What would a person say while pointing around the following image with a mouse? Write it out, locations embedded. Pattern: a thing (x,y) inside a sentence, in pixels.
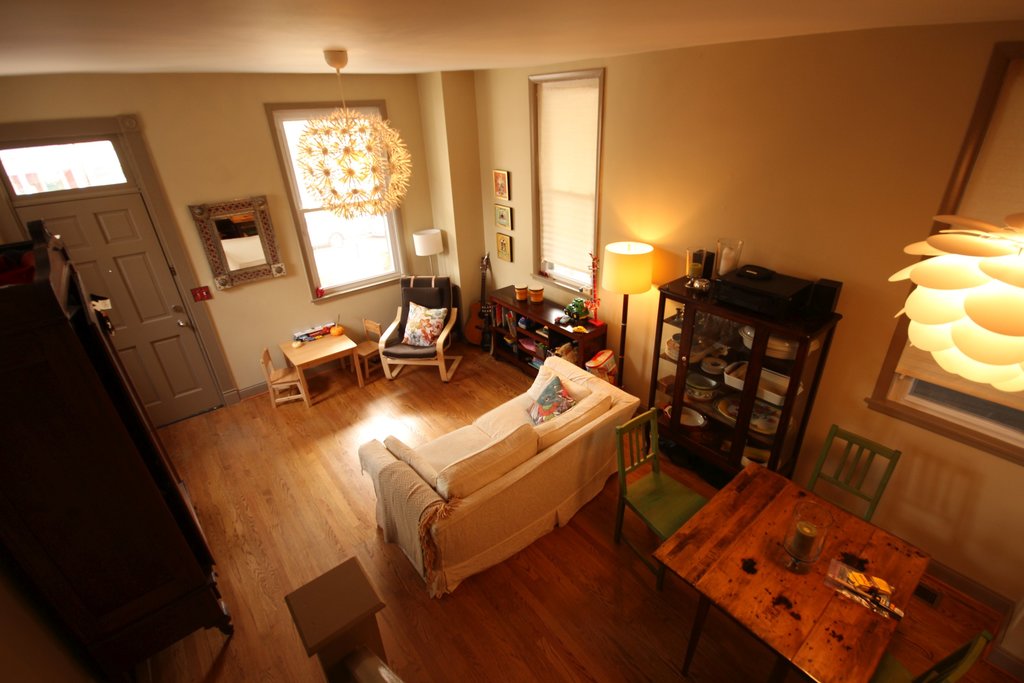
This image is taken in the living room (305,257). In the center of the image (485,455) there is sofa set (464,449). On the left side of the image (134,593) we can see cupboards (82,362). On the right side of the image (782,506) we can see table (765,603), chairs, objects (780,391) placed in shelves (661,381), table (593,348), books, chair (423,295). In the background (901,230) we can see wall (626,182), windows (591,183), photo frames (497,176), mirror (202,234) and door (111,203).
